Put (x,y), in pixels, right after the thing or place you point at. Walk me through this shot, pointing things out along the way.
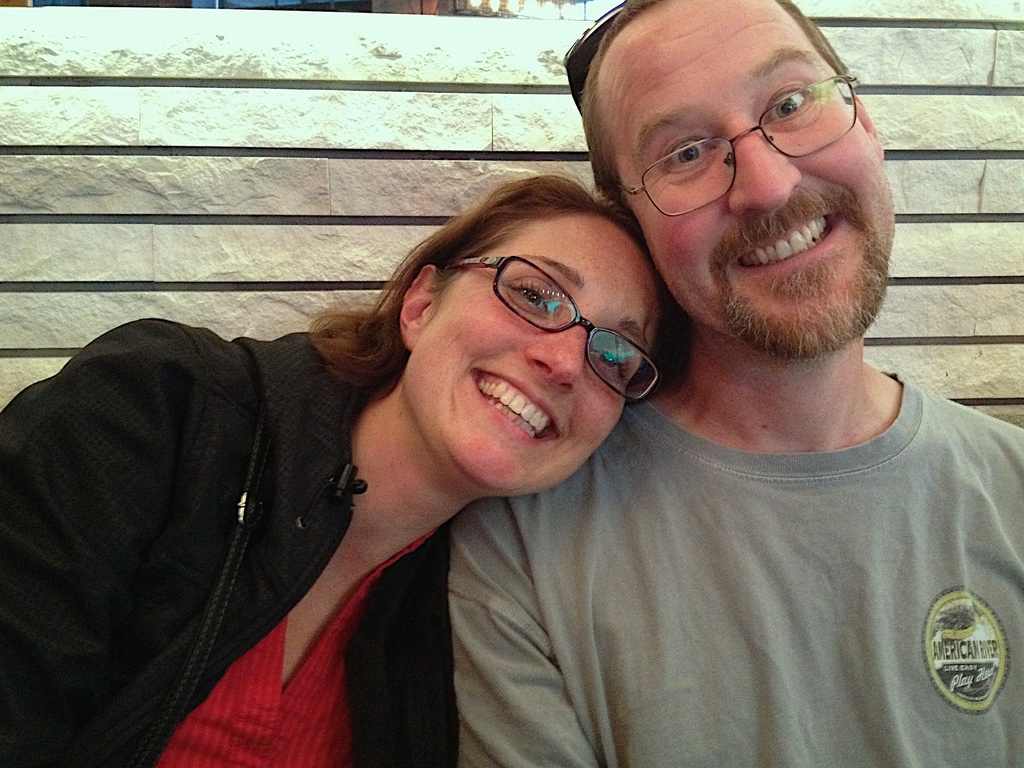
In this picture there is a woman (236,509) places her head (471,397) on the shoulder (618,453) of a person (663,479) beside her and there is a fence wall (348,150) behind them.
